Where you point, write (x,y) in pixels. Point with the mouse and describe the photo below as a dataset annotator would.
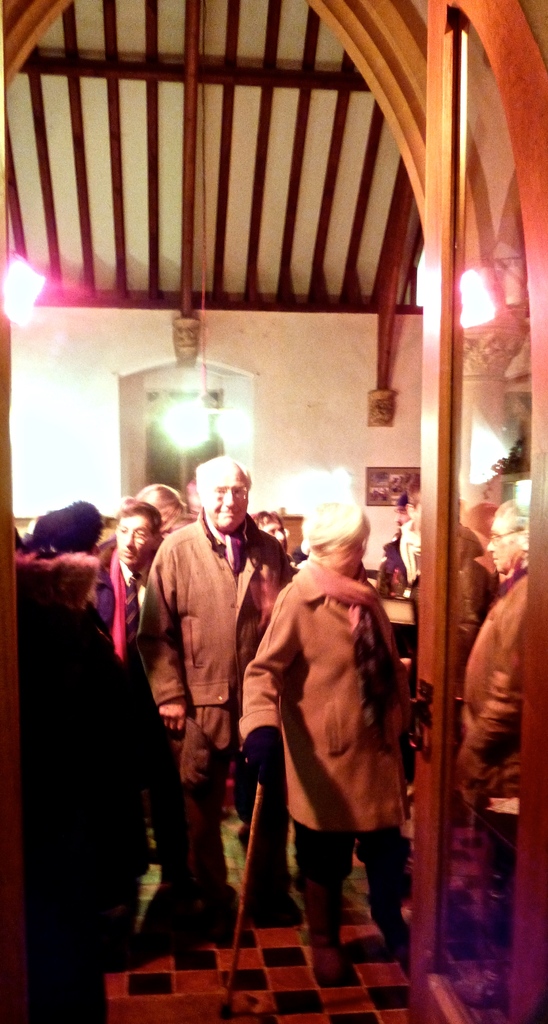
In this picture there is an old man (247,487) who is wearing spectacles (240,496), jacket (204,628), trouser (245,816) and shoe (250,910). He is standing near to the woman (400,941) who is wearing jacket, gloves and shoe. She is holding a stick (247,885). On the right (504,119) we can see glass door (526,589). On the top (347,235) we can see wooden roof (185,132). Here we can see light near to the window (223,440). On the left (60,742) we can see group of persons (104,545) who are standing.
